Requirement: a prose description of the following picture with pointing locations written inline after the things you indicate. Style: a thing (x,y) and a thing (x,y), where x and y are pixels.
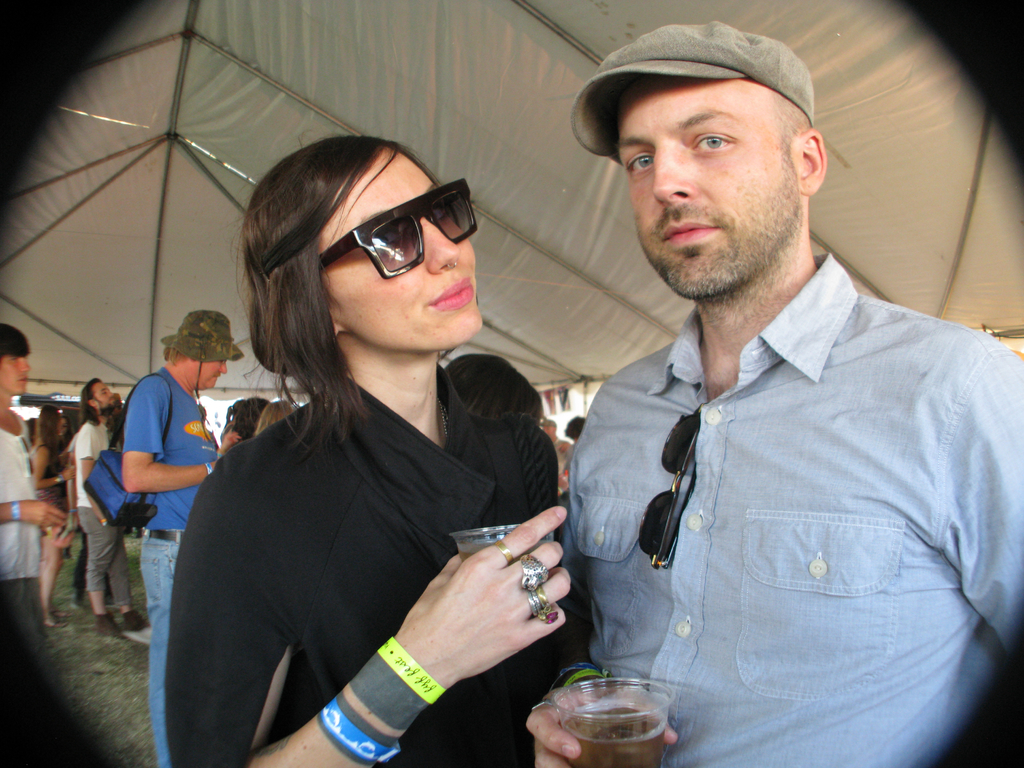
In the foreground of the image (574,608) there are two people (562,579) holding glasses (486,530). In the background of the image (152,470) there are people (163,416) standing. At the top of the image (381,77) there is tent cloth (485,39).
